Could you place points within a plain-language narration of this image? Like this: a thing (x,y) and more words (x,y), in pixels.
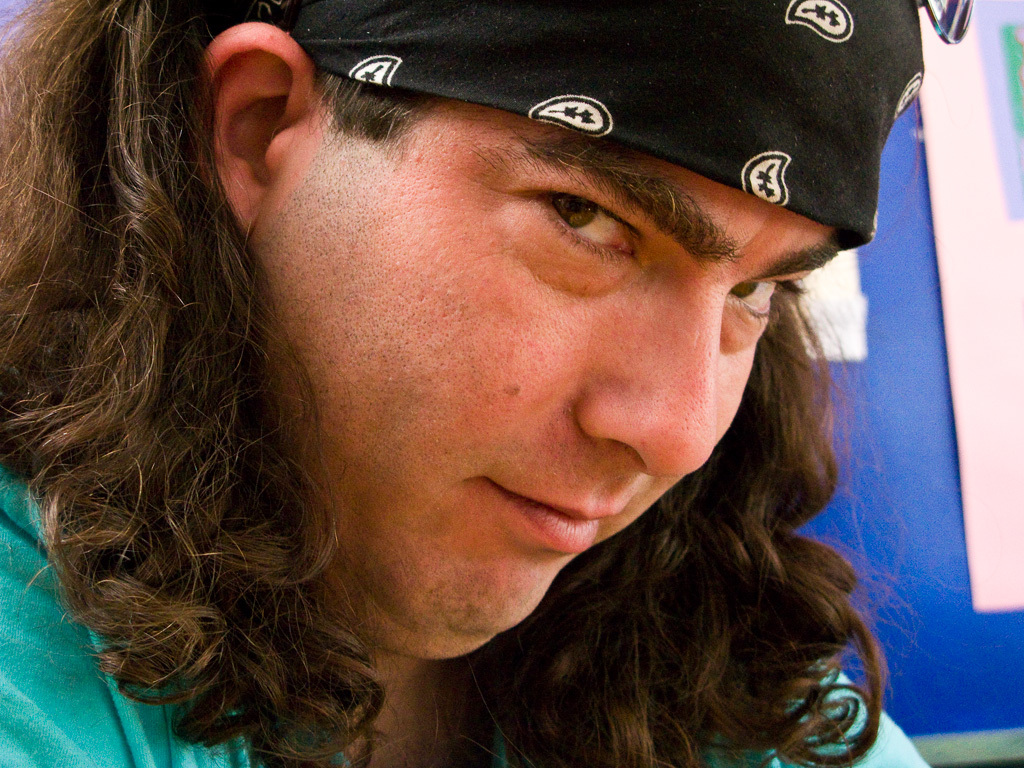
In this picture, we see a man (369,456) in blue jacket (161,749) is looking at something. He is wearing a black head scarf (717,88). Behind him, we see a board (858,397) in blue color on which pink color chart (982,203) or the poster (982,355) is pasted.
